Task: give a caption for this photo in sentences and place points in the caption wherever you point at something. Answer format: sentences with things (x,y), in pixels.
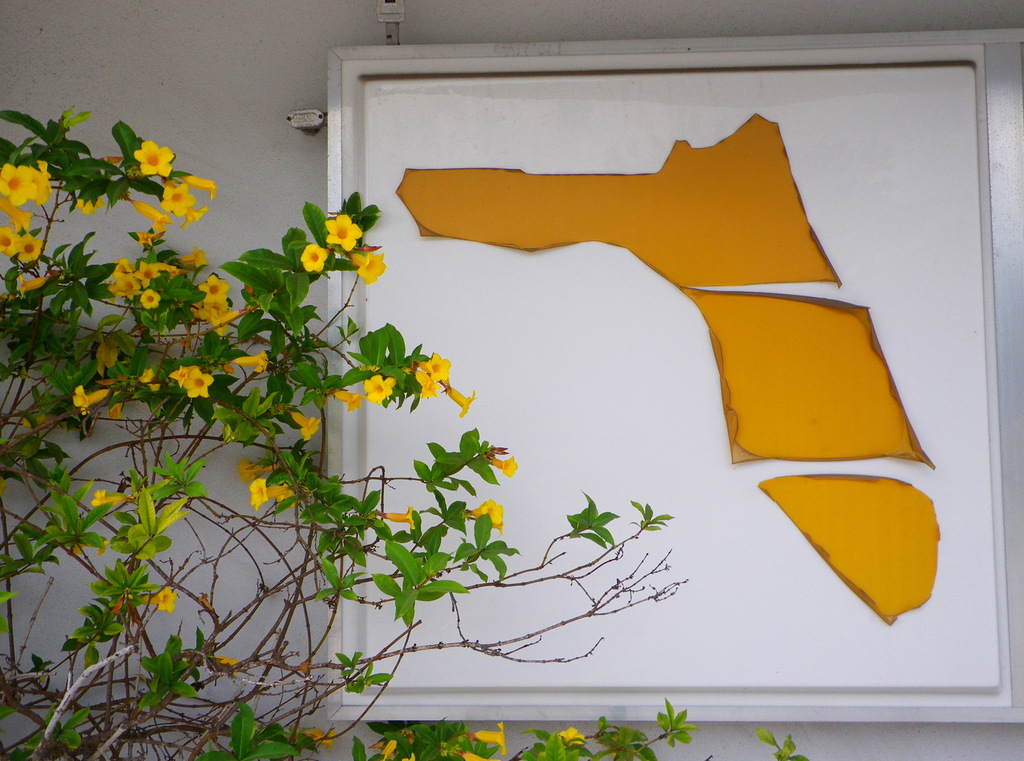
In this image I can see the plants (107,172) in front (371,356), on which there are yellow color flowers (16,195) and I can see a white board (524,271) on which there are yellow color papers (690,278). In the background (223,200) I can see the wall (33,96).
